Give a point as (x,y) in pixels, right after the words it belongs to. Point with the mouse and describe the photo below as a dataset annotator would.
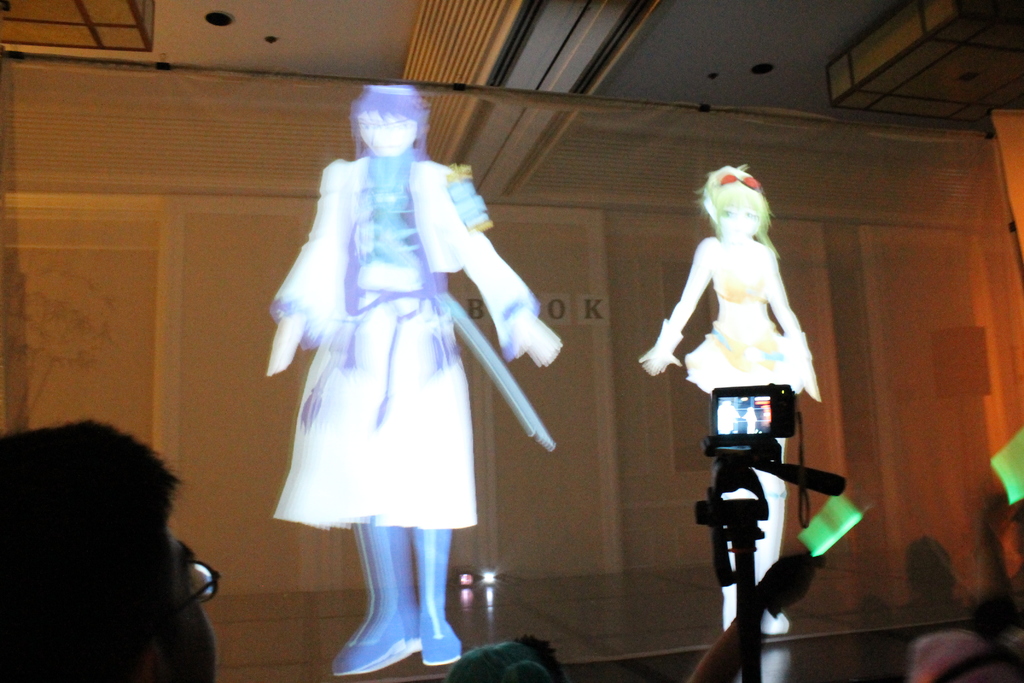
In this image there is a projection (387,346) of two characters (741,317), there is stage (572,601), there is light (465,584) on the stage (524,587), there is a wall (233,397), there is a person (126,602) wearing spectacles (199,585), there is a camera (749,416), there is a stand (744,515).
